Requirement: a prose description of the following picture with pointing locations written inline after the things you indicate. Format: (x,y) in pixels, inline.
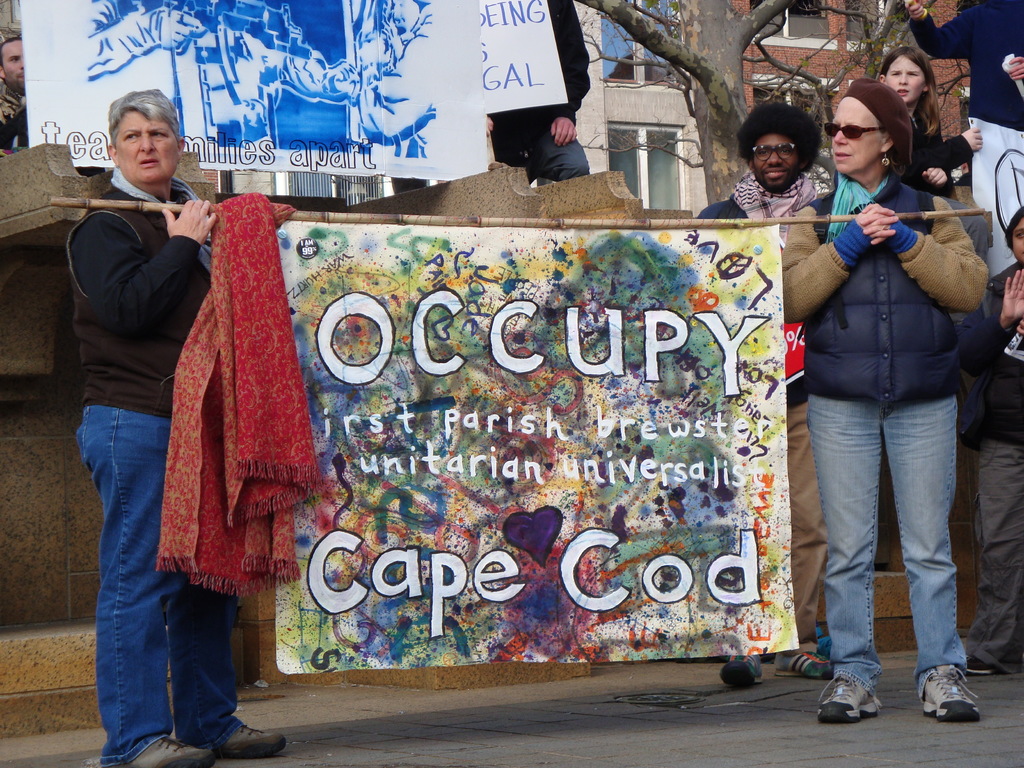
In this image, we can see a group of people (982,486). Few (843,149) are standing and holding some objects (1023,345). Few people (791,285) are wearing goggles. At the bottom (676,745), there is a footpath (634,744). Here we can see a banner (544,560), tree (684,50), buildings (654,110) with walls (691,132) and windows (608,80).
